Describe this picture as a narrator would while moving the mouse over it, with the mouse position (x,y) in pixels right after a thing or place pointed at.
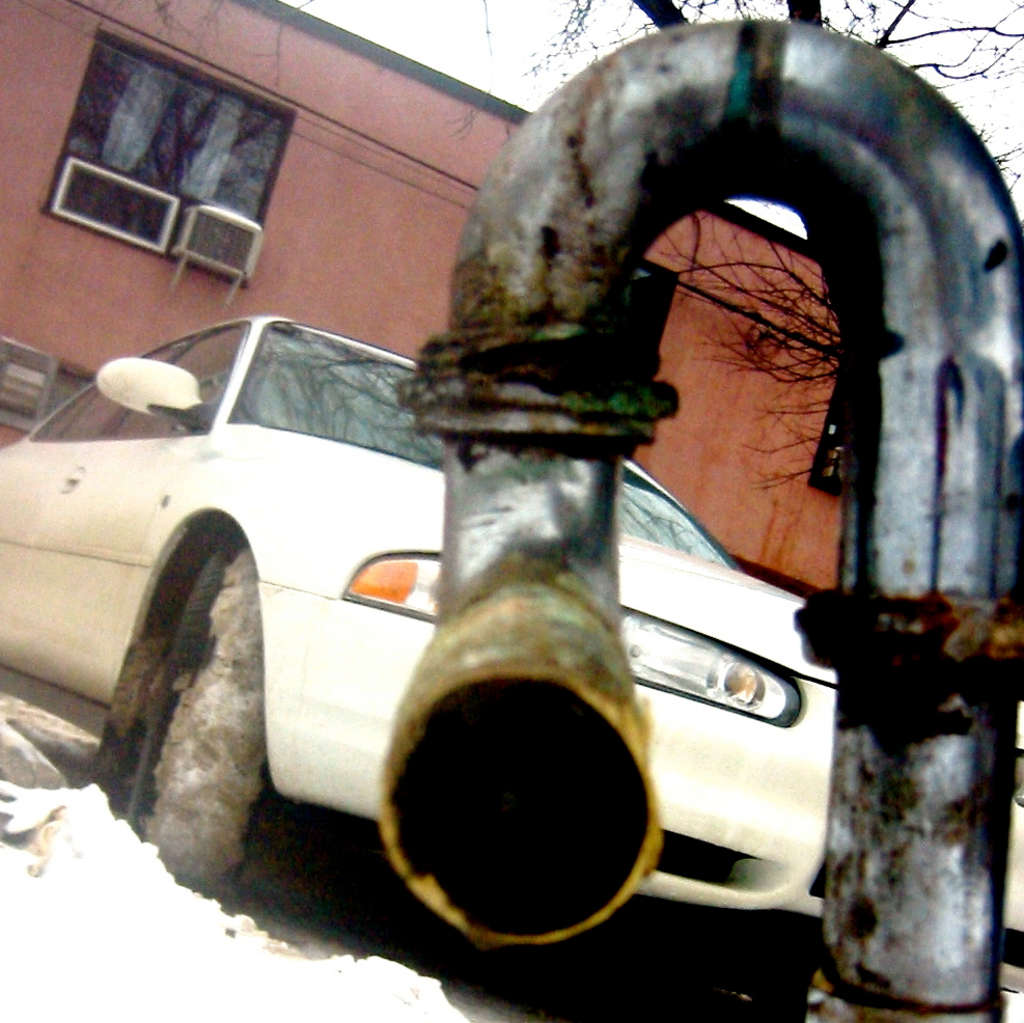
In this image we can see a metal pipe (610,699). On the backside (165,195) we can see a building (87,345) with windows (171,184) and an air conditioner (242,229), some trees (713,4) and a car (385,665) parked aside.
